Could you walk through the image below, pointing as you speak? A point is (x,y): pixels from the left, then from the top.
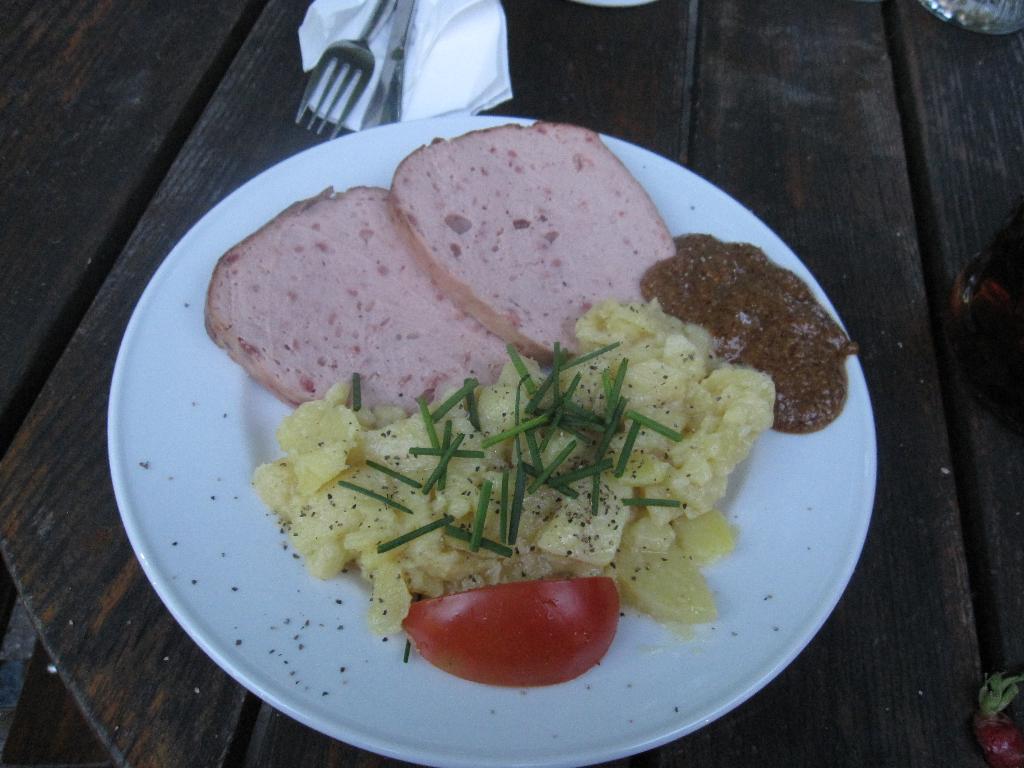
In this image I can see food items (347,390) on a white plate (745,587). There is a fork (346,107), knife (387,120) and a napkin (447,94) on a wooden surface (73,327).
